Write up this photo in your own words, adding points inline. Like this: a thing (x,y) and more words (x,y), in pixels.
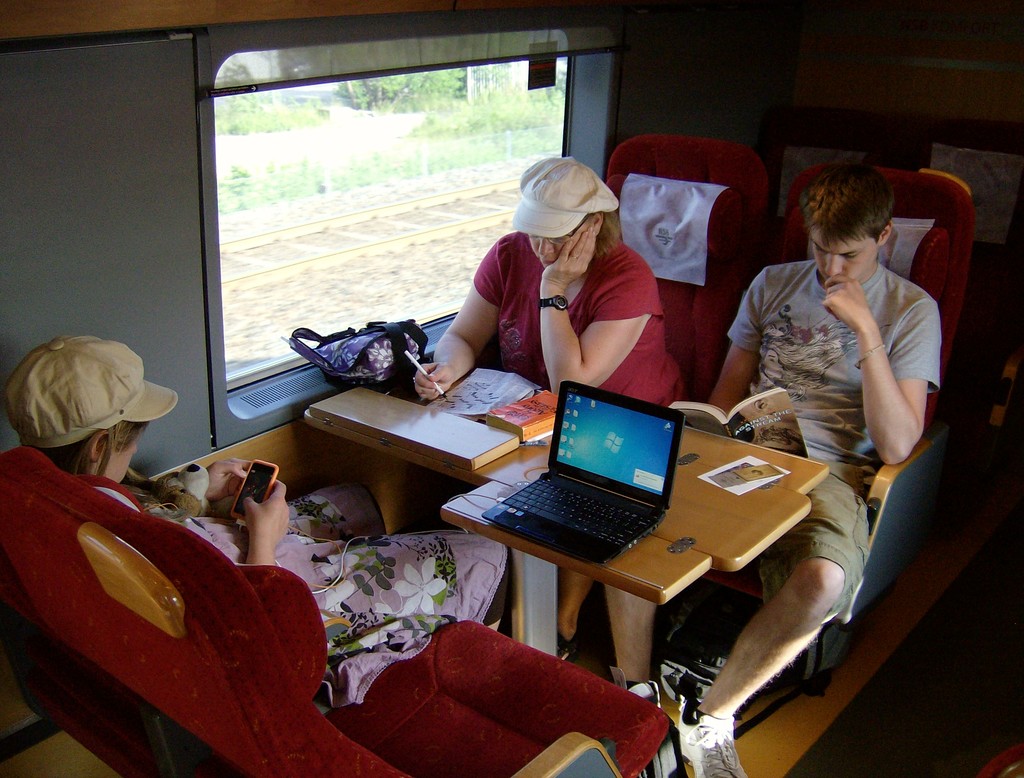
The picture consists of boy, woman (617,324) and a guy (827,280) sat on chair (911,490) in a train (715,29) and on the table (709,449) there is a laptop (577,463).
